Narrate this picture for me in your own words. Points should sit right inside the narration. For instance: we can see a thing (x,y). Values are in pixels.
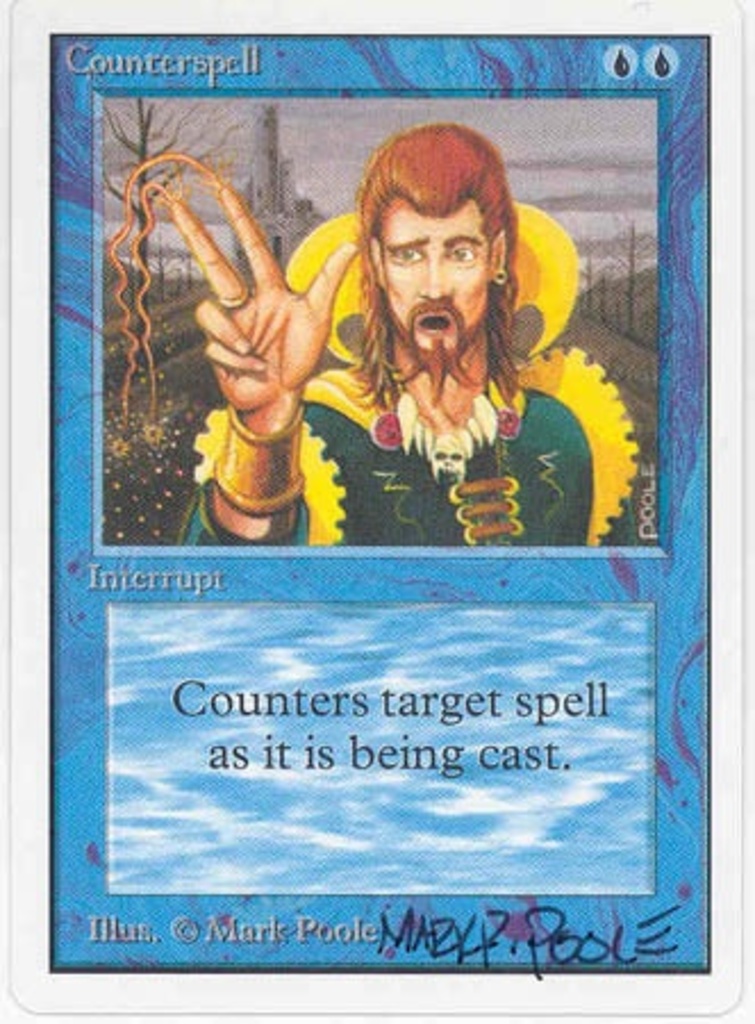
It is a card (488,761). In this image there is a depiction of a person (364,363). In the background of the image (287,233) there are buildings (266,227), trees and sky (167,241). There is some text (596,691) written on the image.
